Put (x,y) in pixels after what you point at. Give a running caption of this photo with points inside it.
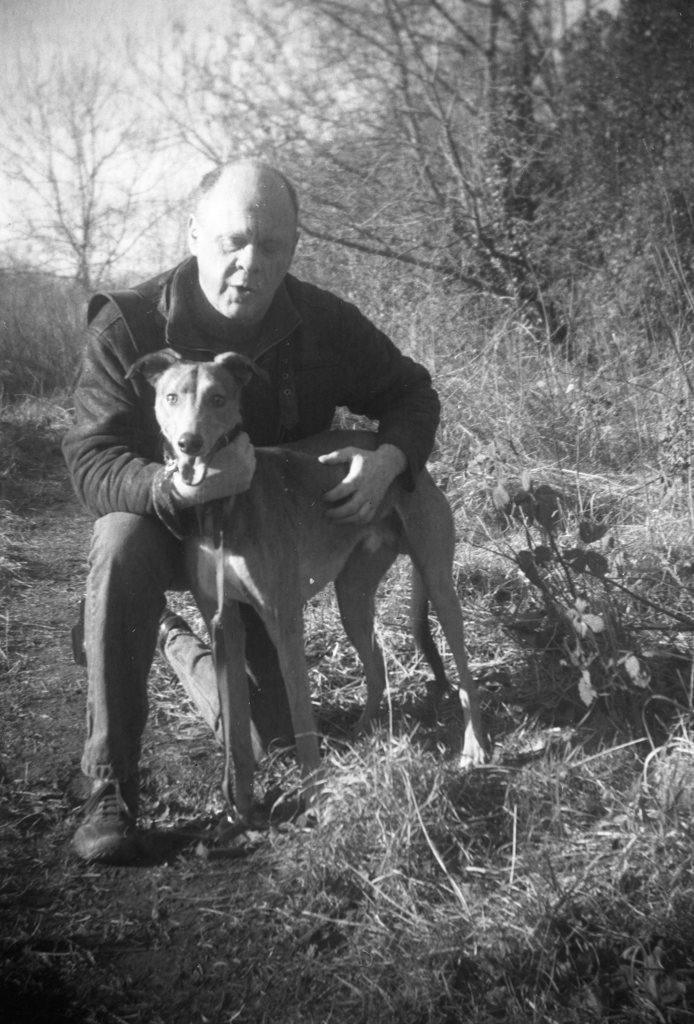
This picture is taken outside which is in black and white. A person (115,747) is in squatting position and holding a dog (205,534). He is wearing jacket (88,456), trousers (111,566) and boots (121,833). Towards the right (649,362) there are group of plants (658,395) and trees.
